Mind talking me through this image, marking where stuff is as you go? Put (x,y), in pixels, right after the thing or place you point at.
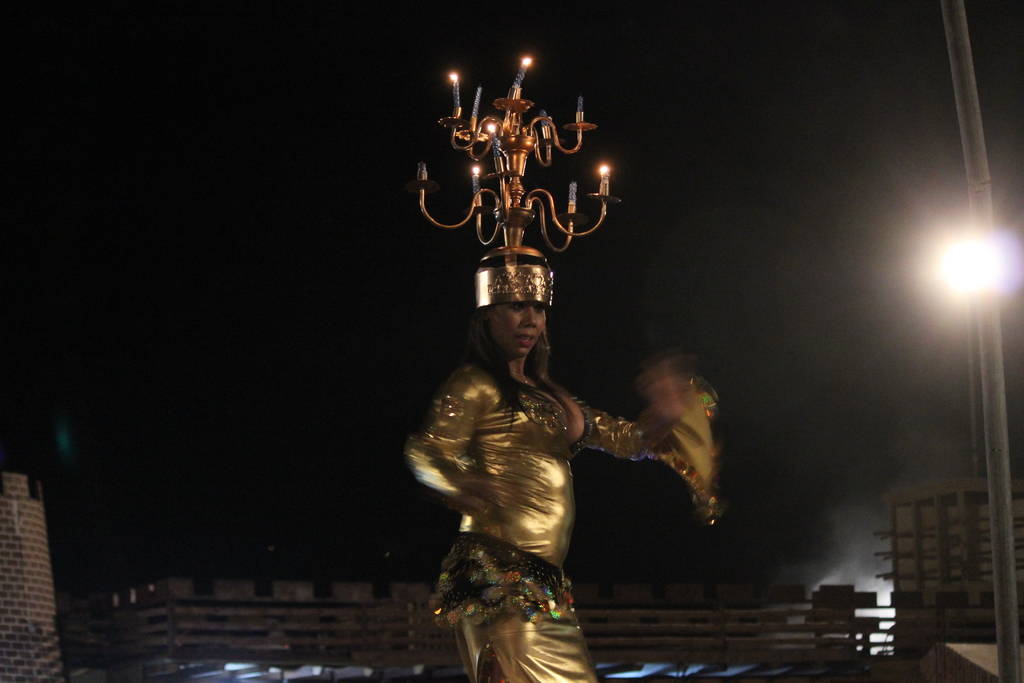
In this image I can see a woman (557,555) in the front (550,426) and on her head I can see few candles (573,190). I can see she is wearing golden colour dress (517,499). In the background (981,278) I can see a light (940,263) and a pole (992,336) on the right side (1004,530). I can also see this image is little bit in dark.
